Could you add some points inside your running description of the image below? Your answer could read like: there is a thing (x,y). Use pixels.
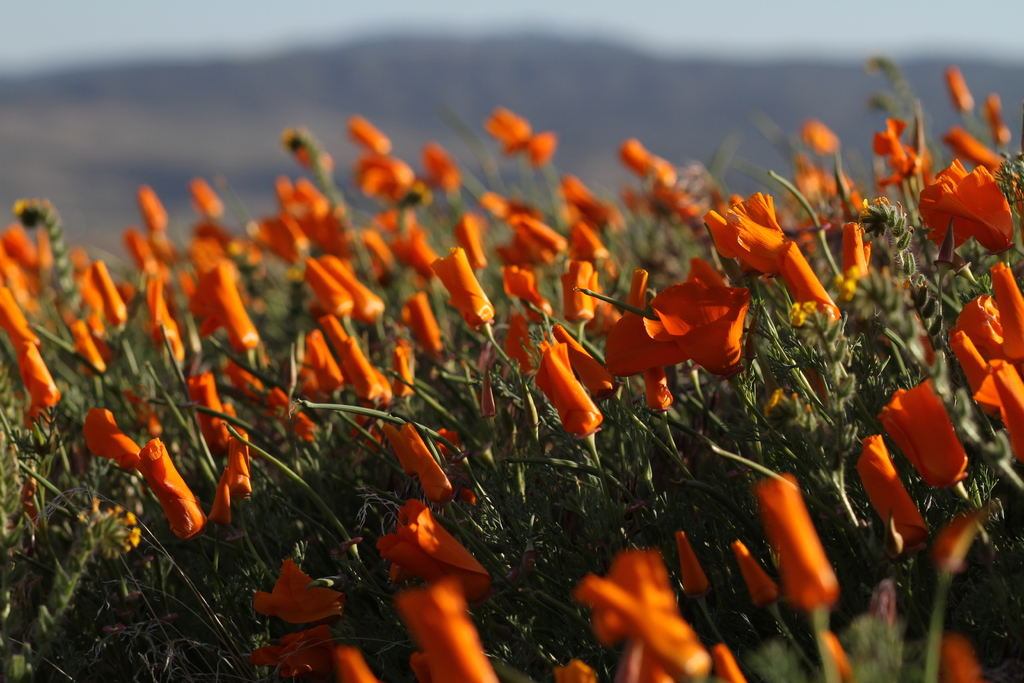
In this image we can see plants (503,389) with flowers (324,232). In the background (414,108) it is blur.
